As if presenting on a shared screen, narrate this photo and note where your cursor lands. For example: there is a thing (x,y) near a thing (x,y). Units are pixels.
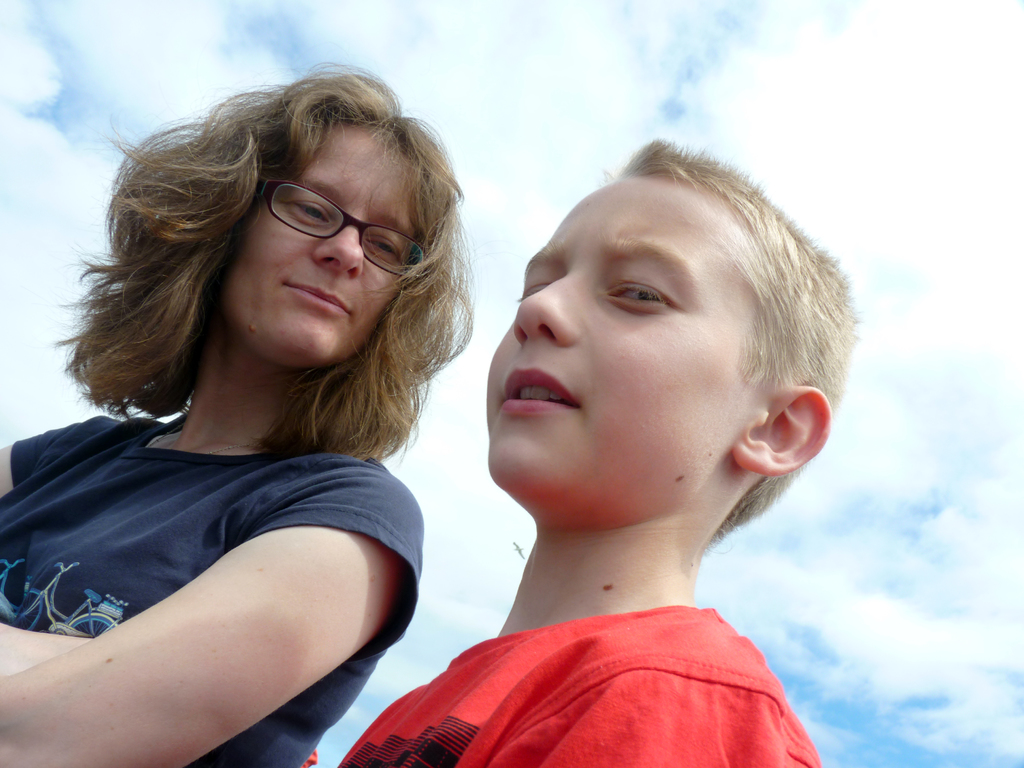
This picture is clicked outside. In the foreground (487,644) we can see the two people (100,387) wearing t-shirts (112,565) and seems to be standing. In the background (622,57) we can see the sky (916,171) with the clouds (184,38).
